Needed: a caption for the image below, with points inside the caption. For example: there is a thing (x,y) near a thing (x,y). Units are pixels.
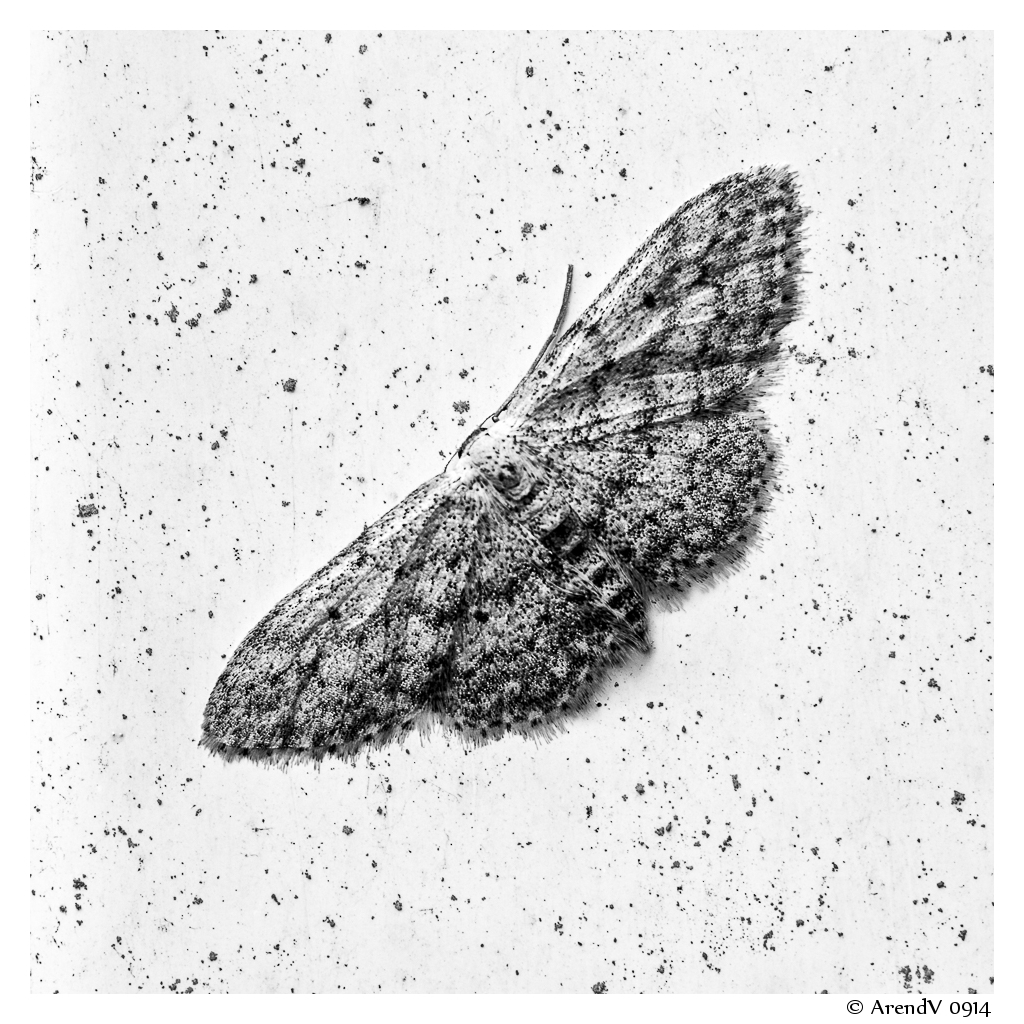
In this image we can see a butterfly (535,569) on the flat rock (717,587).
